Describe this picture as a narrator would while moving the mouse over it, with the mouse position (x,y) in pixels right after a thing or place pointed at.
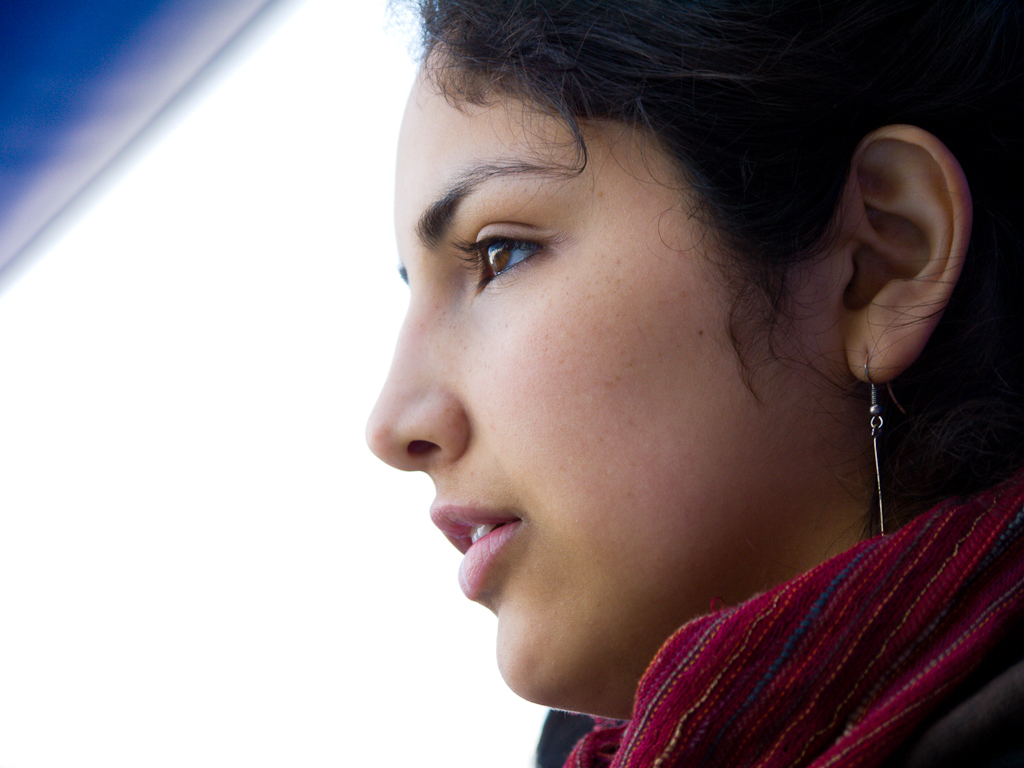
In this image there is a woman (807,670) wearing scarf (865,685) and earrings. Left top there is an object (44,73).
